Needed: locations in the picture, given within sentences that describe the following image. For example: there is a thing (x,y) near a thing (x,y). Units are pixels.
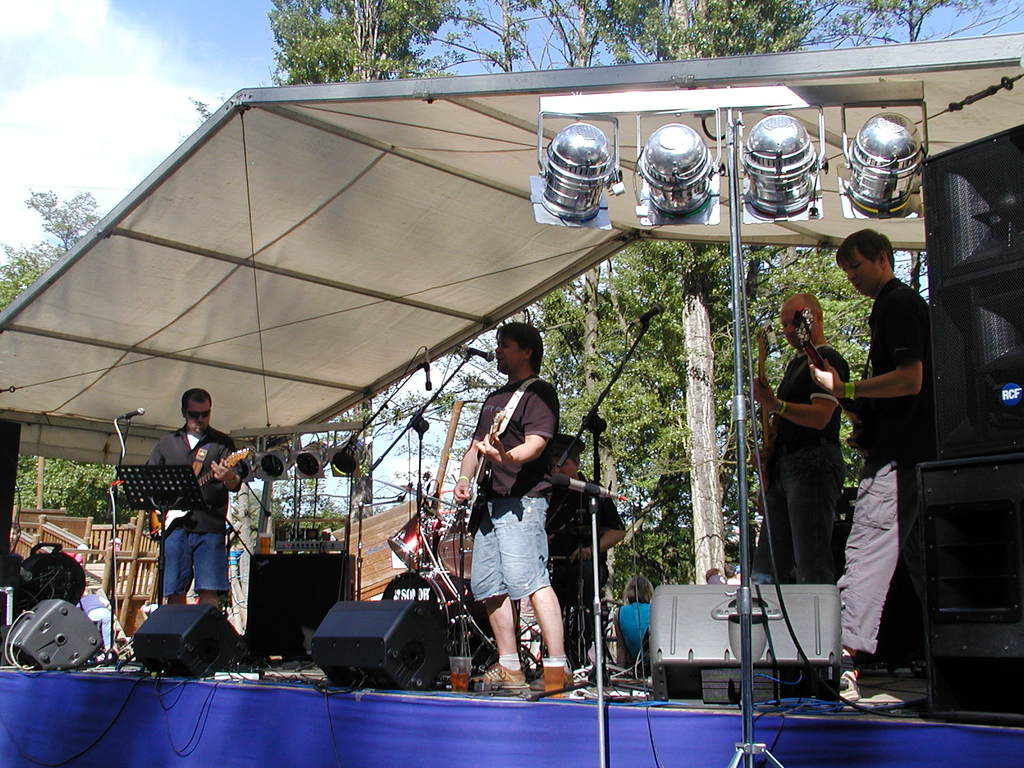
In this image we can see the tent (367,258) and there are people (834,470) standing on the stage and playing musical instruments (797,318). And there are speakers (346,568), microphones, lights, glass (562,667) and few objects (183,469). In the background (445,424), we can see the trees (674,546) and sky (122,94).
